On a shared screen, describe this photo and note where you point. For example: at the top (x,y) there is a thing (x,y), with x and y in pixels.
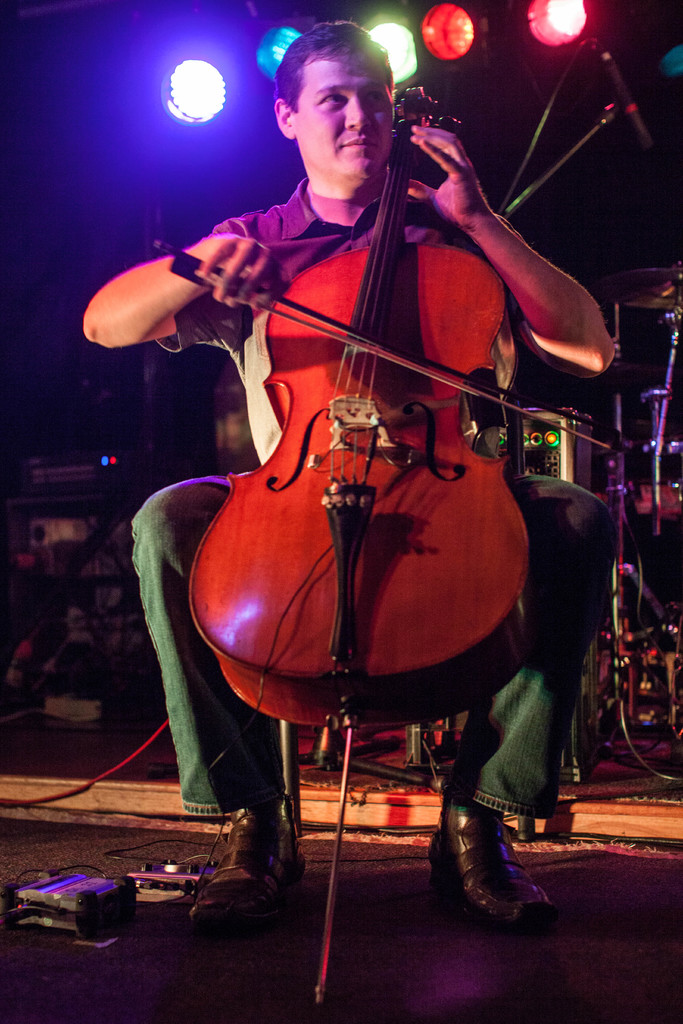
In the middle of this image (246,501), there is a person (217,331) in a shirt (407,218), sitting and playing a cello (368,278) on a stage (147,980), on which there are other musical instruments (639,636) and other objects (167,863). In the background (670,56), there are lights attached to the roof (661,31). And the background (27,156) is dark in color.
